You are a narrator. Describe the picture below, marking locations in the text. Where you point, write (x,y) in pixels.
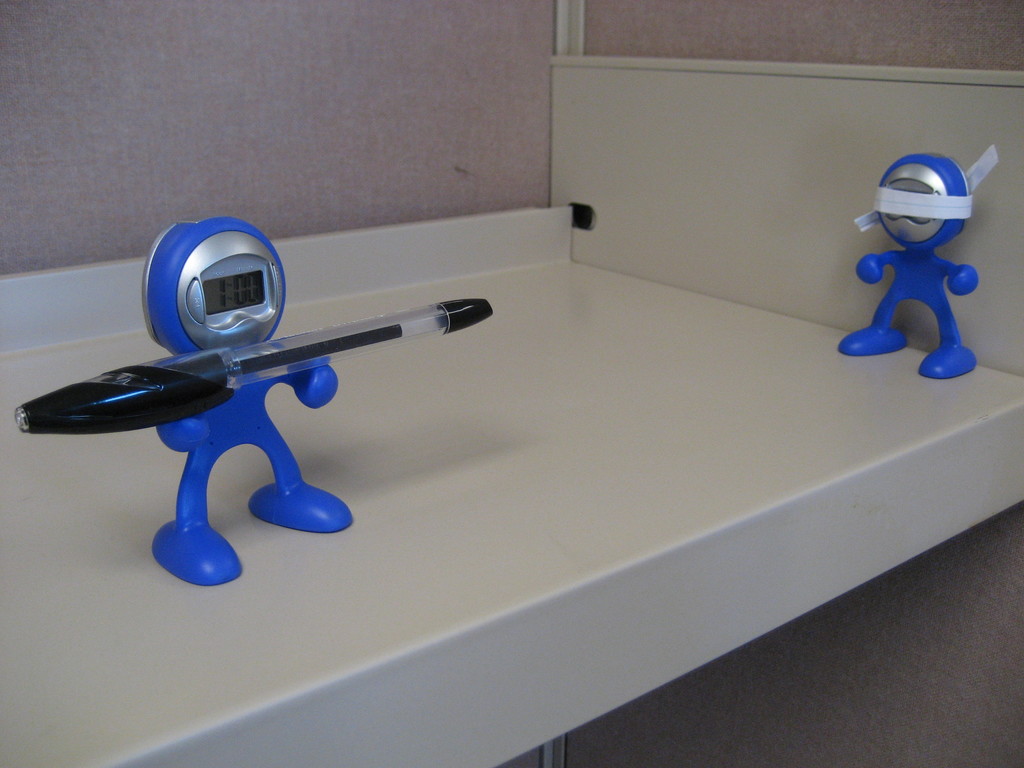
In this image we can see there is a cupboard rack (141,270). On that there are toy watches (330,375) and there is a pen (279,338) on the watch (257,324). And at the back (334,125) it looks like a wall (311,85).
